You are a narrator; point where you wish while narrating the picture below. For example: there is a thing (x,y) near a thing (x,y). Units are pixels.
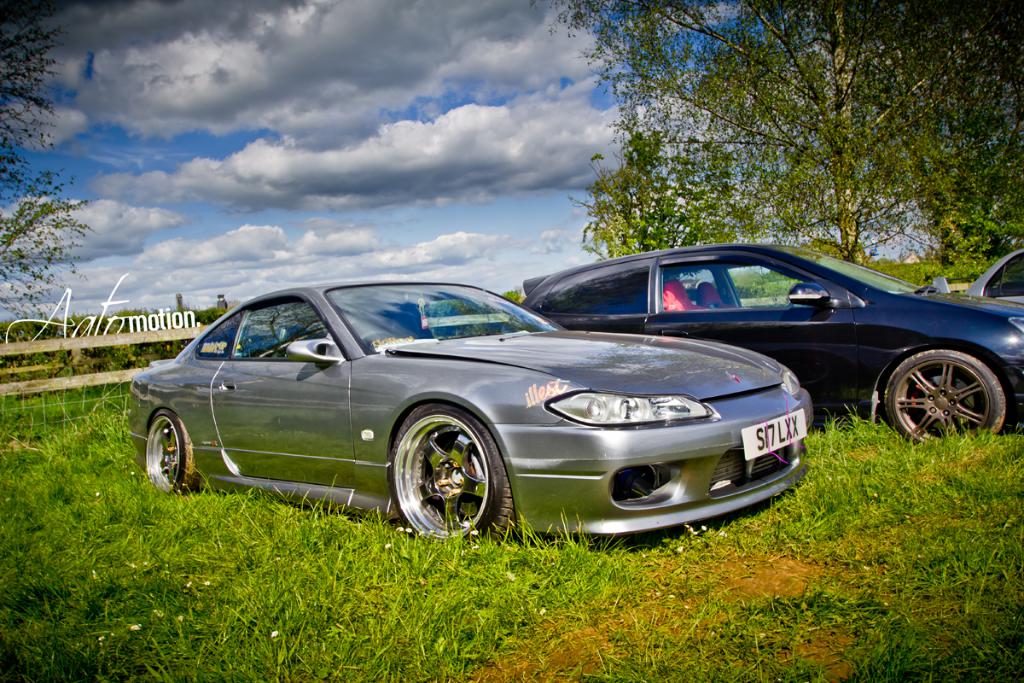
In the center of the image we can see grass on the ground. In the background (64,392) there is fencing (175,329), trees (662,194), sky (472,202) and clouds (439,168).
